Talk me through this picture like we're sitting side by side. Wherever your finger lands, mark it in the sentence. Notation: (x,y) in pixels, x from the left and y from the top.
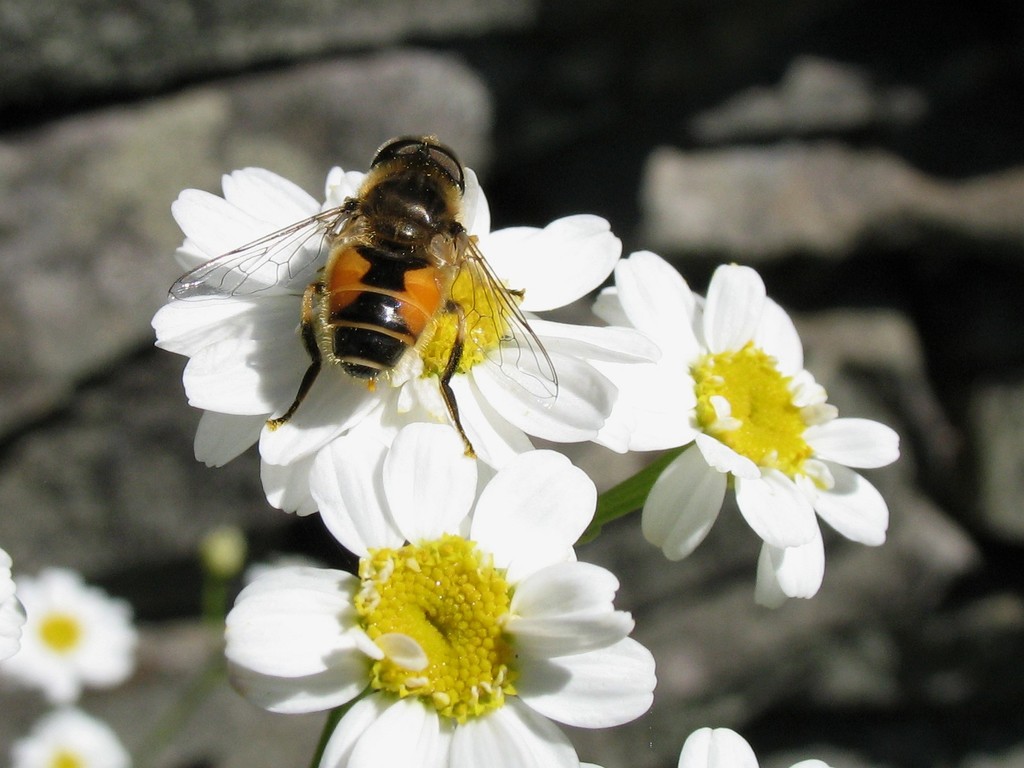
In this image there are white colored flowers (500,477), there is an insect (394,237) on the flower (337,181), the background of the image (320,108) is blurred.
